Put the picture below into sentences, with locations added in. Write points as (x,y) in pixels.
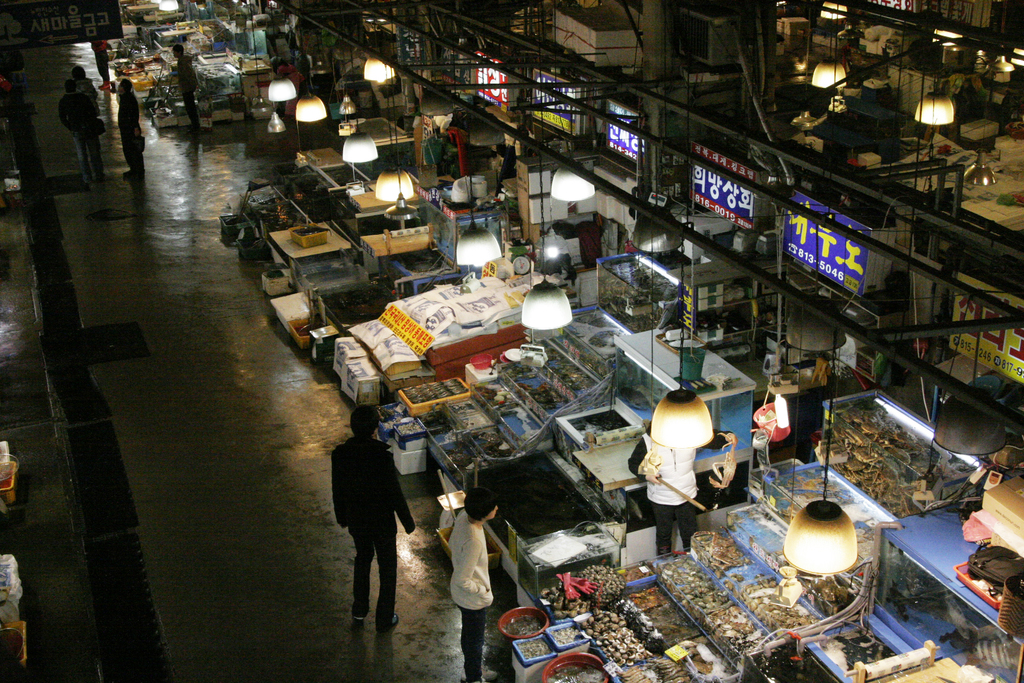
This picture shows looks like a market (368,198). We see few stores (700,325) and few people (179,89) standing and we see lights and few hoardings (1004,363).
